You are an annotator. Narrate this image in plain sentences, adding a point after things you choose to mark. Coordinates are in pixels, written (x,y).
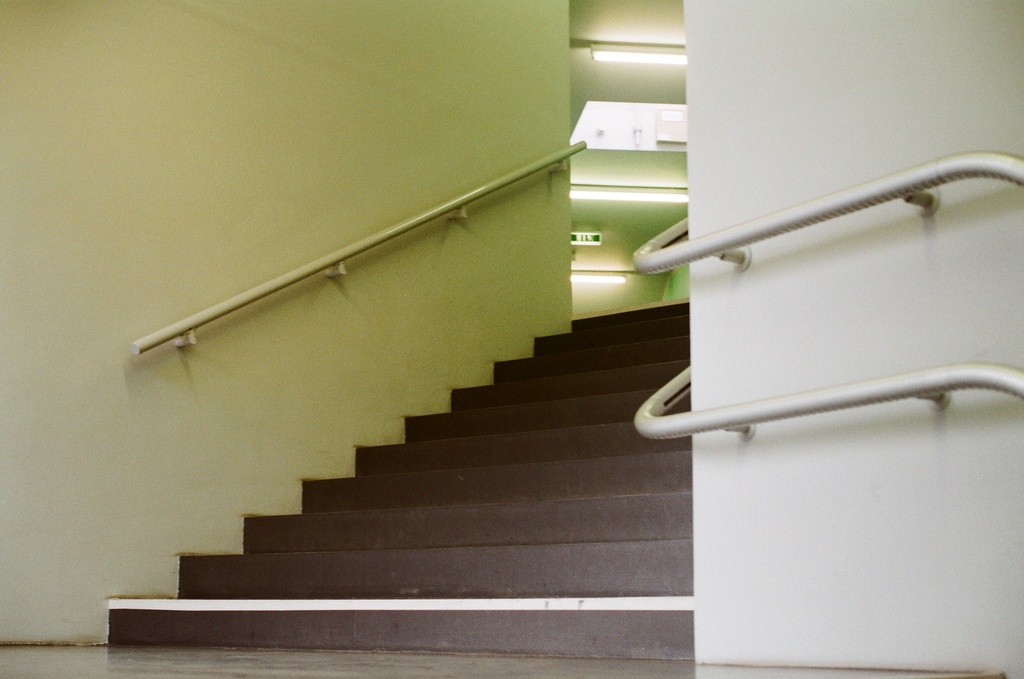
In this image, we can see some stairs (505,442) and railings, we can see the walls (403,242) and the lights (626,188).
